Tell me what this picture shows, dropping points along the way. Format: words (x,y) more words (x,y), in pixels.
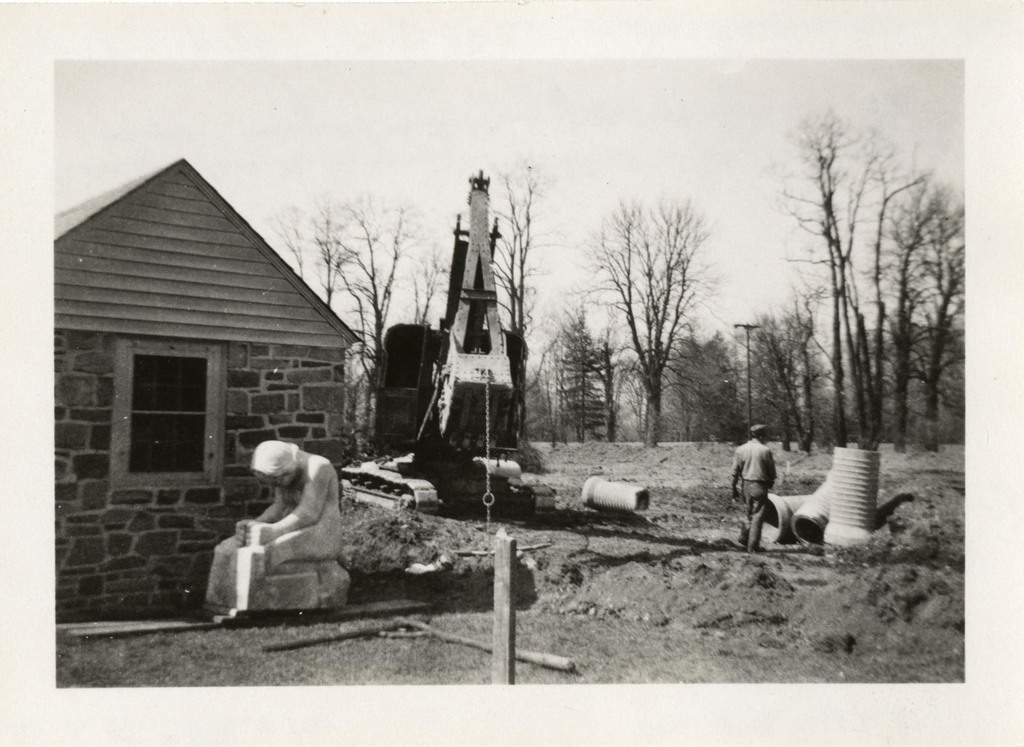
In this picture I can see a house (234,407) and a statue (286,486) on the left side of this image (232,431) and in the center of this image (445,370) I see a vehicle (466,353). On the right side of this image (745,513) I see few things (867,496) and a person (773,476). In the background (419,320) I see the trees (594,288) and the sky (407,144) and I see that this is a black and white image.
